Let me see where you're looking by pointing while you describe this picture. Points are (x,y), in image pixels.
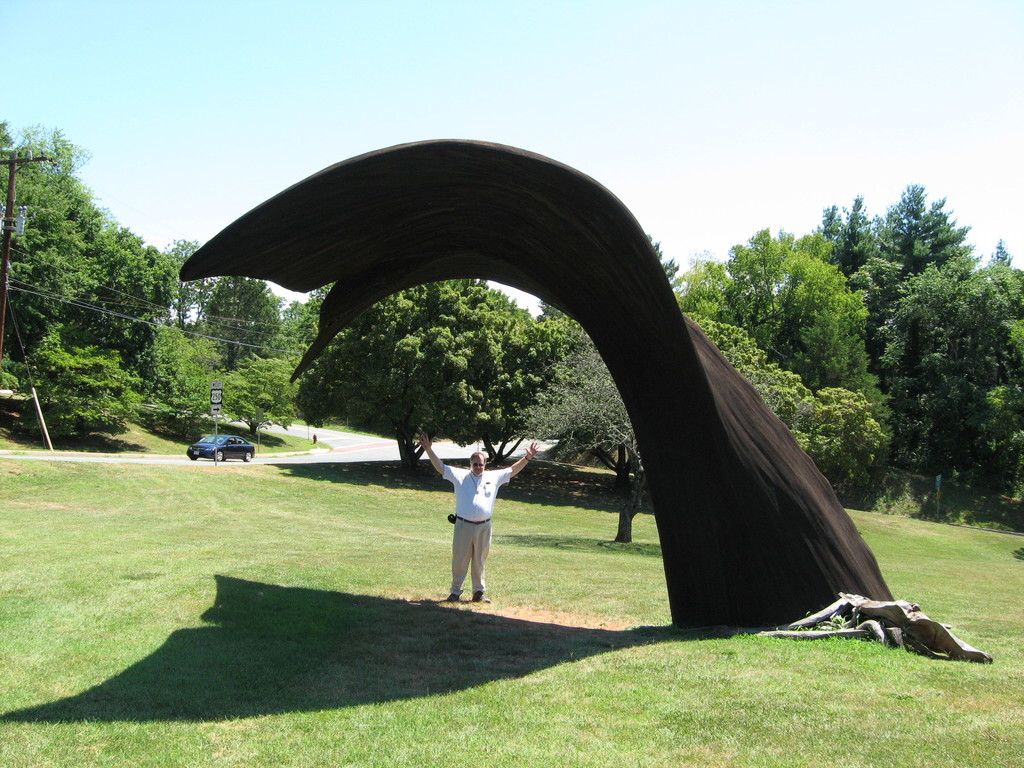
As we can see in the image there is grass (450,570), a man (456,553) standing, black color sculpture (706,407), trees (504,307), blue color car (226,443), sign pole (216,398) and at the top (316,79) there is sky (445,49).
